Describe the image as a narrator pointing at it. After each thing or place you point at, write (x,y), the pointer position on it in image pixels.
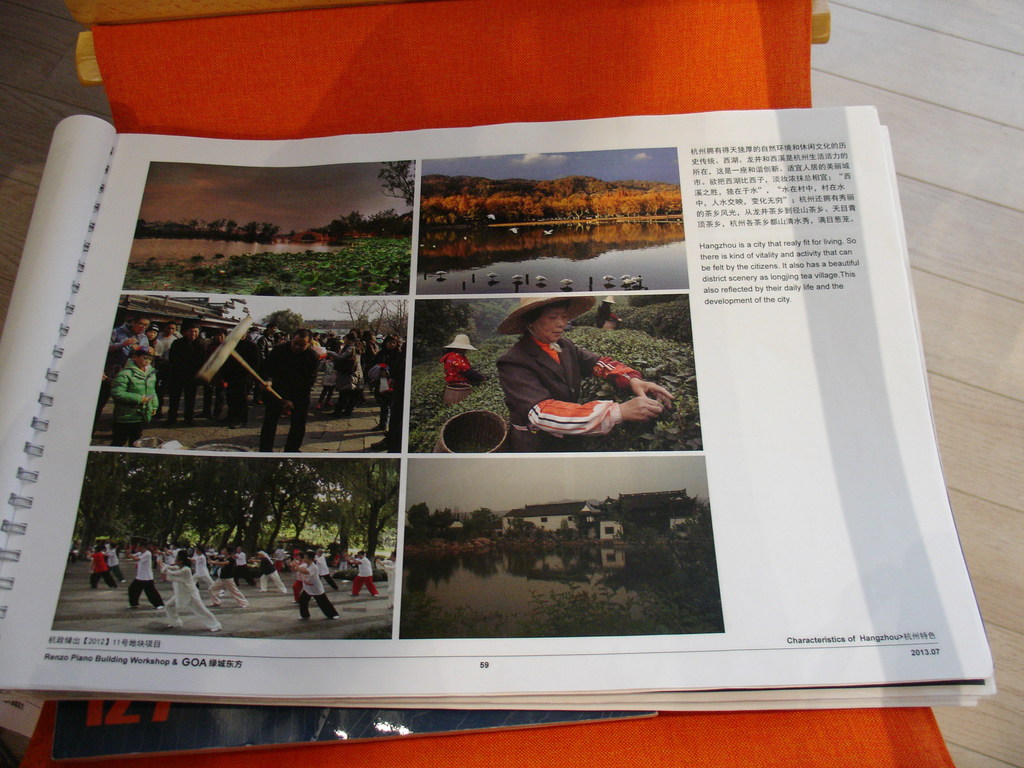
In this image we can see an object (537,39) which looks like a chair (840,718) on the floor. And on that chair (590,82) there is a book (407,395) with images (592,352) and text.
